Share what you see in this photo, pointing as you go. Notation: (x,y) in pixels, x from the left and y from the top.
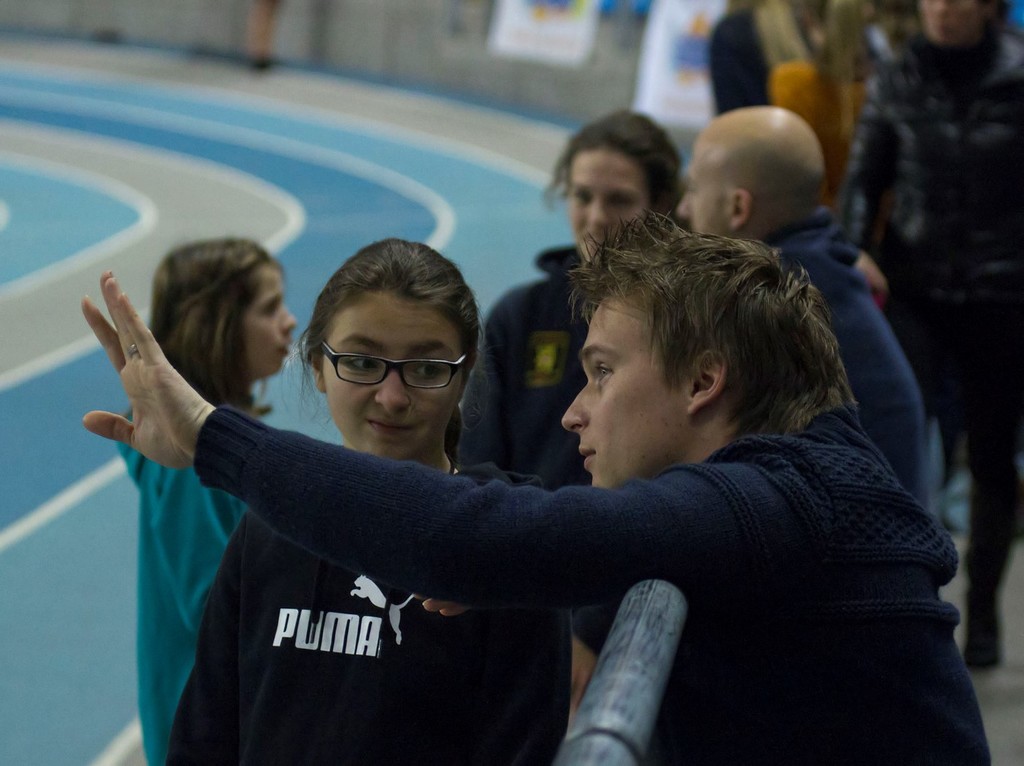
This image consists of many people (600,249) standing. They are wearing blue color dress (466,578). In the front (375,640), the girl (352,630) is wearing specs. On the left (63,328), there is a ground (83,428). The background (37,263) is blurred.
